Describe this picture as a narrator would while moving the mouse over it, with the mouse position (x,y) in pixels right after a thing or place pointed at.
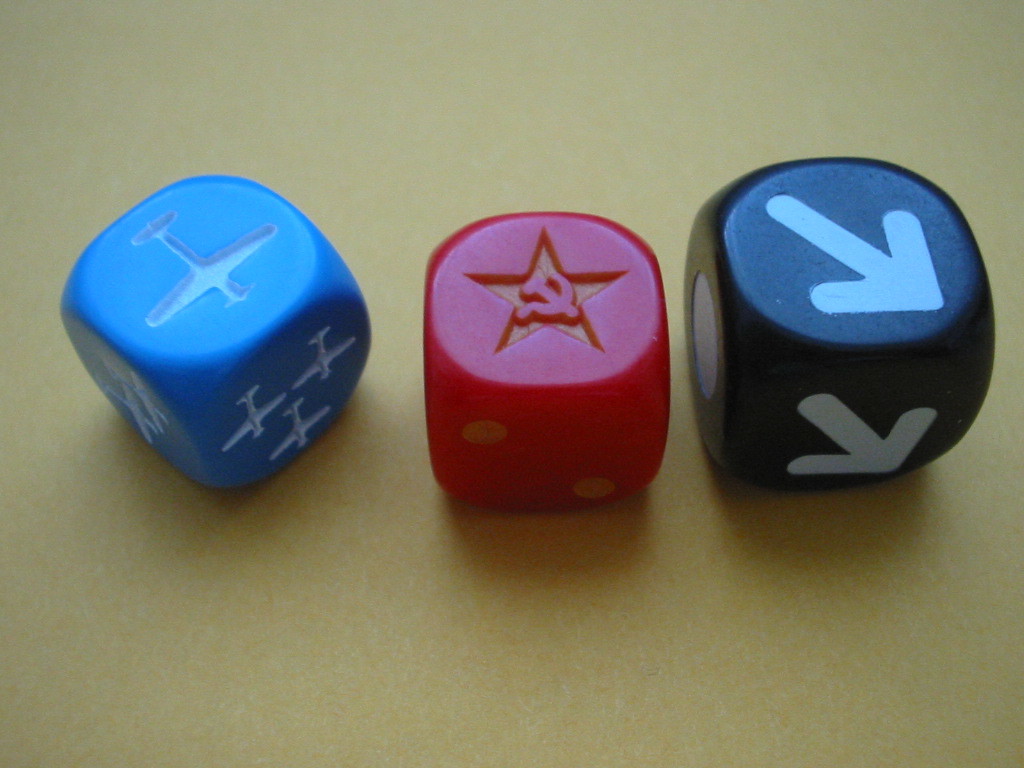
This image consists of 3 dice (507,229). They are in black, red and blue color.
